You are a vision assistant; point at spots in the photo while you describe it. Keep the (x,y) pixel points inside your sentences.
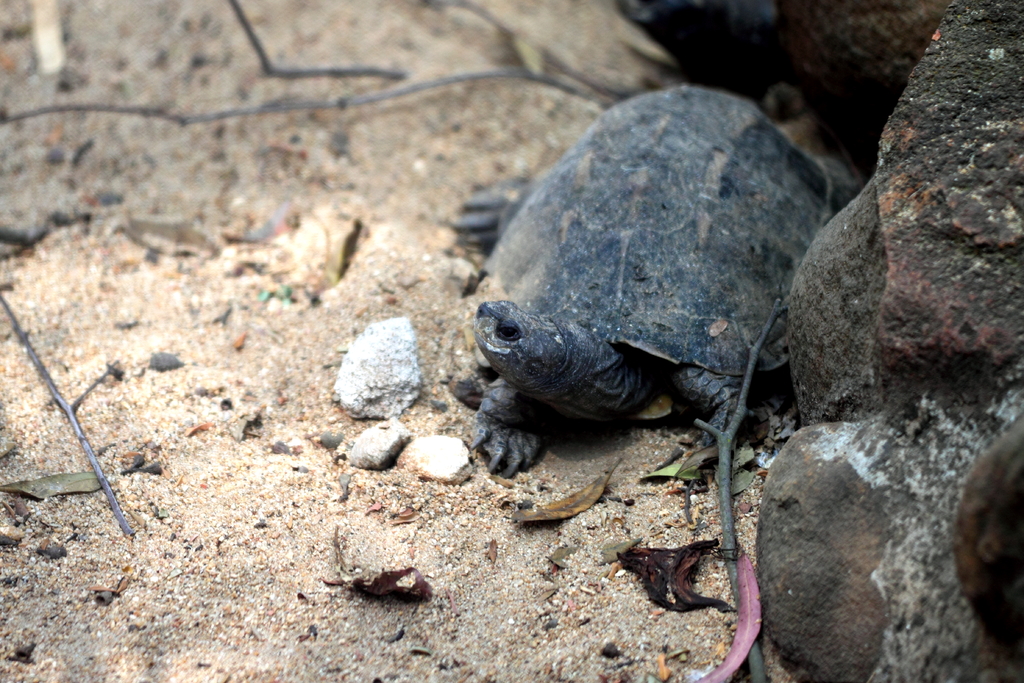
In the center of the image (532,337) a tortoise (714,227) is there. On the right side of the image (914,294) we can see some rocks (845,336). In the background of the image (431,42) we can see some stones (340,400), dry leaves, ground (166,281).
